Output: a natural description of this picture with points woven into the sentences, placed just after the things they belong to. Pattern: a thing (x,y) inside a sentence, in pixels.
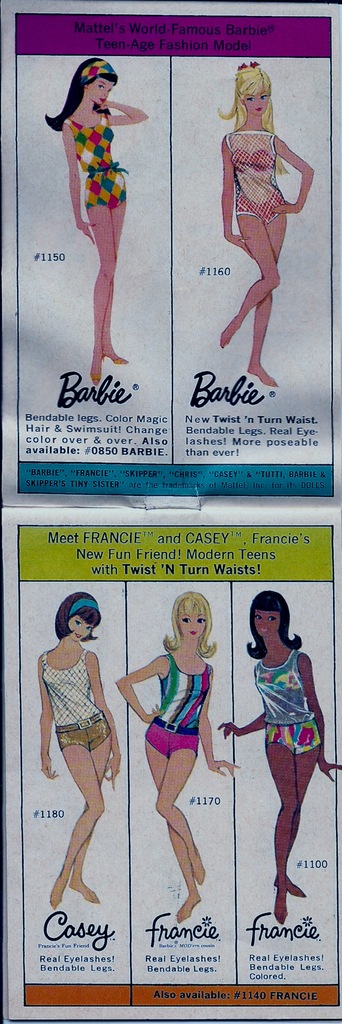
In this picture there is a image of few women (187,709) wearing different color dresses (191,720) and there is something written above and below the image.
